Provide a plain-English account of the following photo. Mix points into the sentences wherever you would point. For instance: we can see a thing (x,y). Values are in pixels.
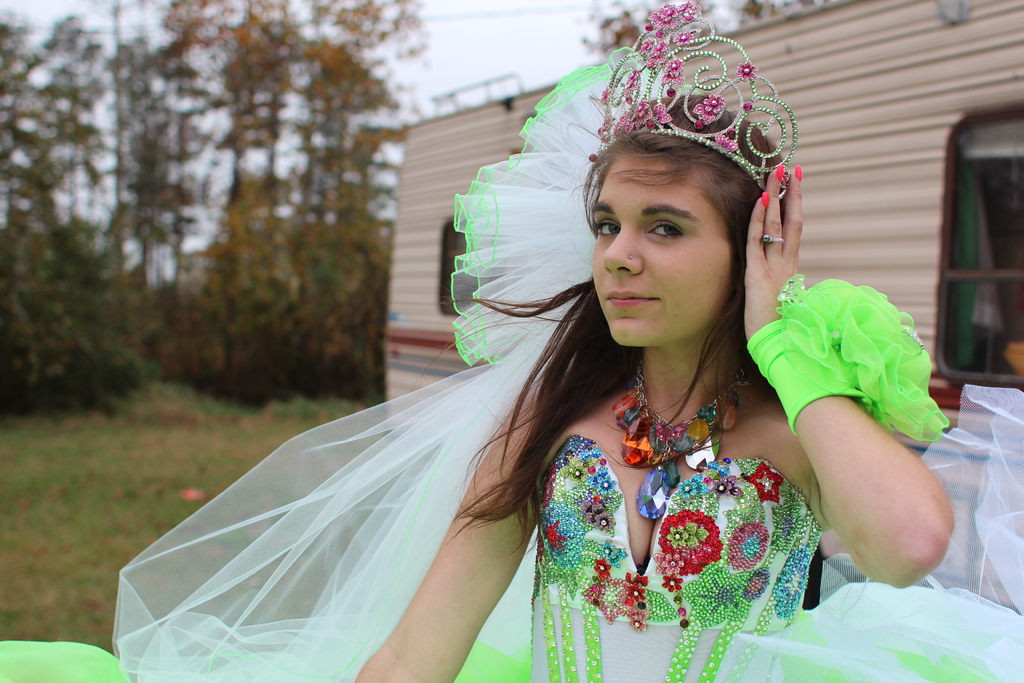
In this picture there is a woman (701,623) who is wearing a locket (670,458), white and green dress (794,552) and crown (644,112). Behind her there is a van (927,254). In the background (21,247) I can see many trees (139,340), plants (103,393) and grass (144,399). At the top (519,16) I can see the sky (504,26).
